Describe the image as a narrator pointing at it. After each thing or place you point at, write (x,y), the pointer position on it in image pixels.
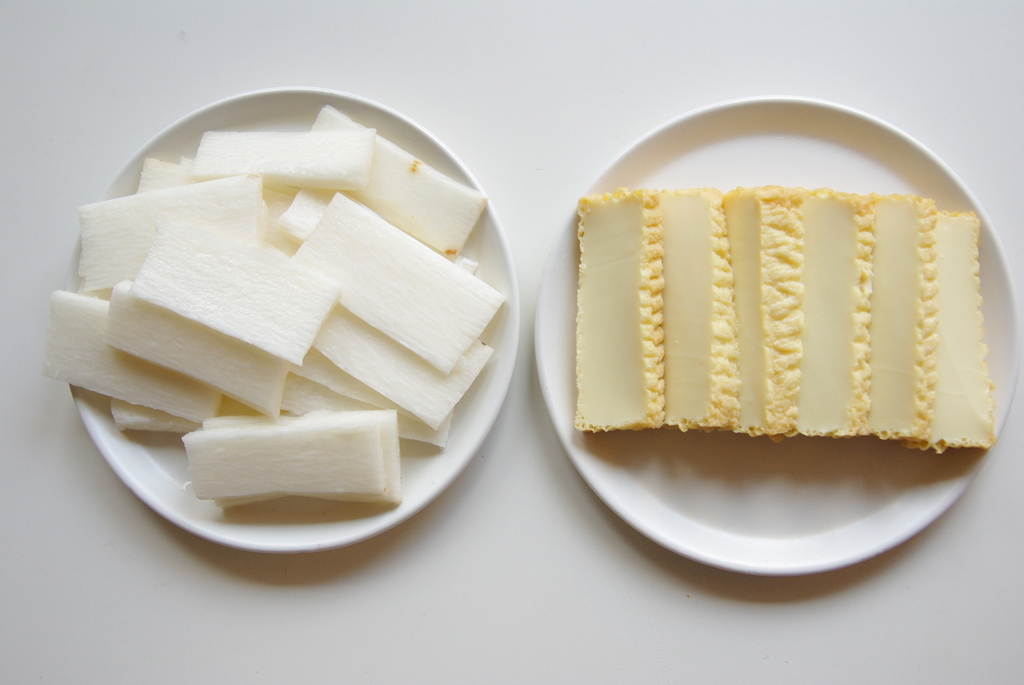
In this picture we can see some food (178,313) in plates (178,445).
